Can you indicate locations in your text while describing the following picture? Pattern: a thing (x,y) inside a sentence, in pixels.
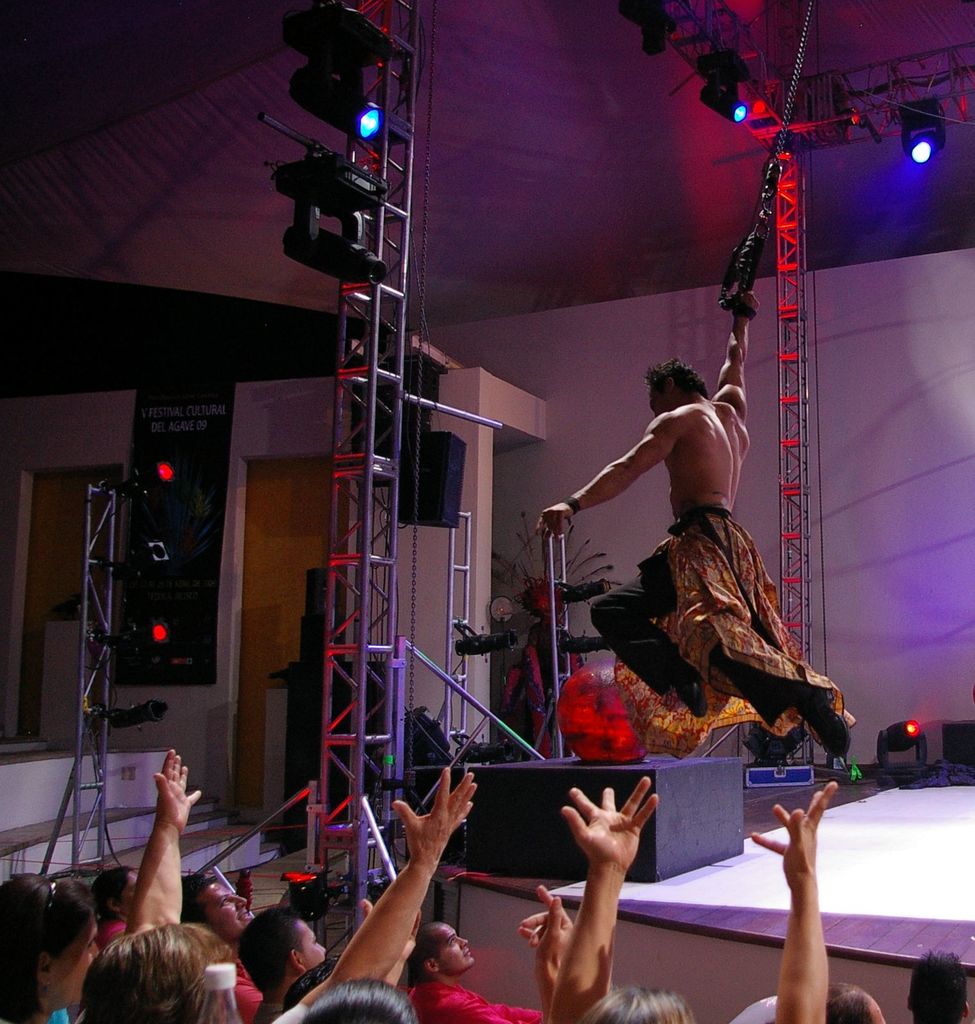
At the bottom of the image (418,906) few people (148,986) are standing and watching. In the middle of the image (620,676) a person (677,613) is holding a strap (804,25) and swinging. In front of him there are some poles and lights (118,643). At the top of the image (682,313) there is wall (861,589) and ceiling (435,279).
